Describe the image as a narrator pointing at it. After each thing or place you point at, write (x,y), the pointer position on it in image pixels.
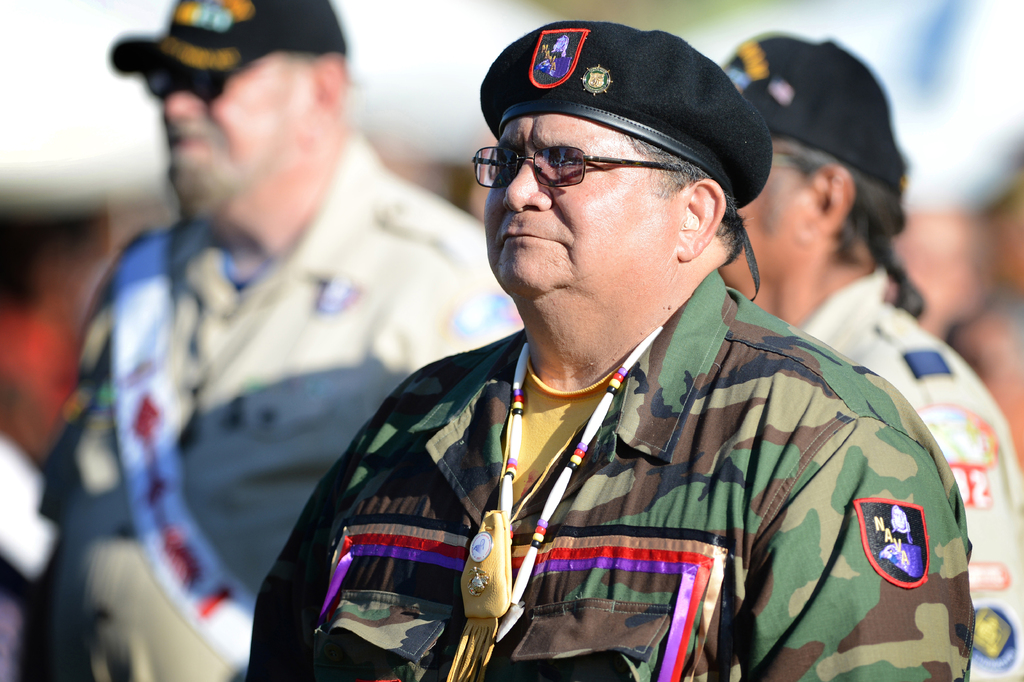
Here in this picture we can see a group of people (273,387) standing over there and we can see all of them are having military uniform (439,398) on them and all of them are wearing caps (581,58) on them and we can see couple of people (537,58) are having spectacles (500,177) on them over there.
